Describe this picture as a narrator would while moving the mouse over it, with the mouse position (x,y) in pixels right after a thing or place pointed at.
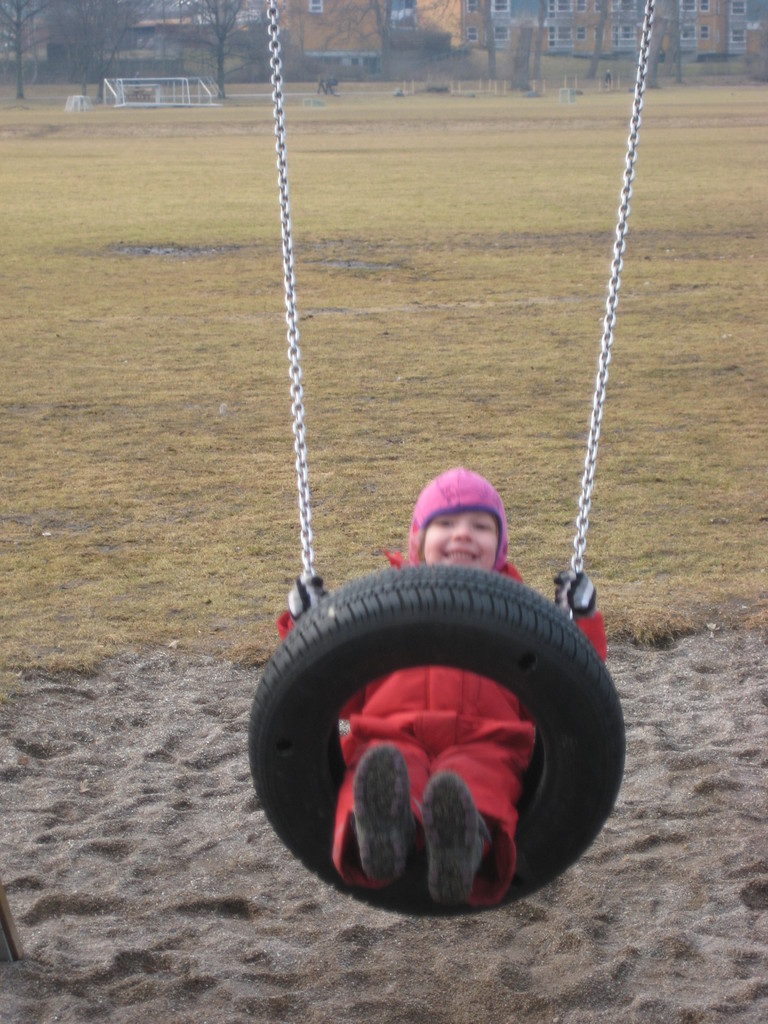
In this image I can see a kid (466,706) swinging in a ground (123,315), at the top of the image (110,53) I can see some buildings (316,43) and trees (117,35).
